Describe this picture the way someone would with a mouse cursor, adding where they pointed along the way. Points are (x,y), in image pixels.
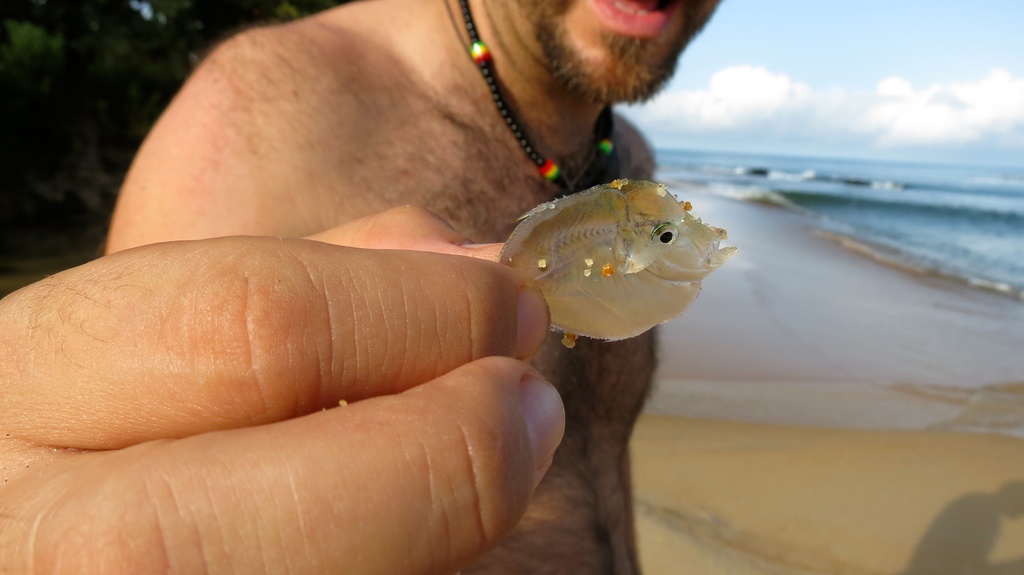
In this image there is a person (522,311) holding a fish (626,266) in his hand (514,321). Right side (853,193) there is water (888,252) having tides (880,227). Top of the image (832,82) there is sky (835,107) with some clouds (870,106). Left top there are few trees (88,105). Bottom of the image (829,519) there is land (750,503).
